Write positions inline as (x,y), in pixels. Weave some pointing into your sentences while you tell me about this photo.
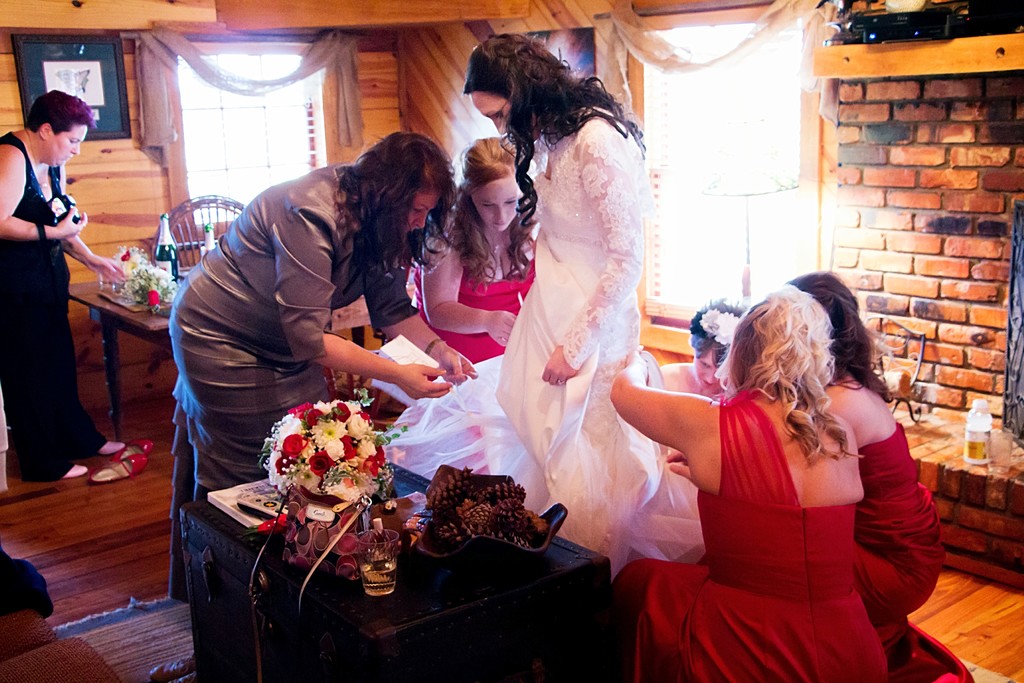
In this image there are some people (415,274) who are standing and also we could see some tables (339,594). On the tables (434,593) there are some flower bouquets (165,273), bottles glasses (395,541) remote (256,500) books (235,500) and some other objects (441,540). At the bottom (962,620) there is a wooden floor (929,619), in the background (173,107) there are windows (250,63), curtains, wall (380,100) and photo frame (111,65).
